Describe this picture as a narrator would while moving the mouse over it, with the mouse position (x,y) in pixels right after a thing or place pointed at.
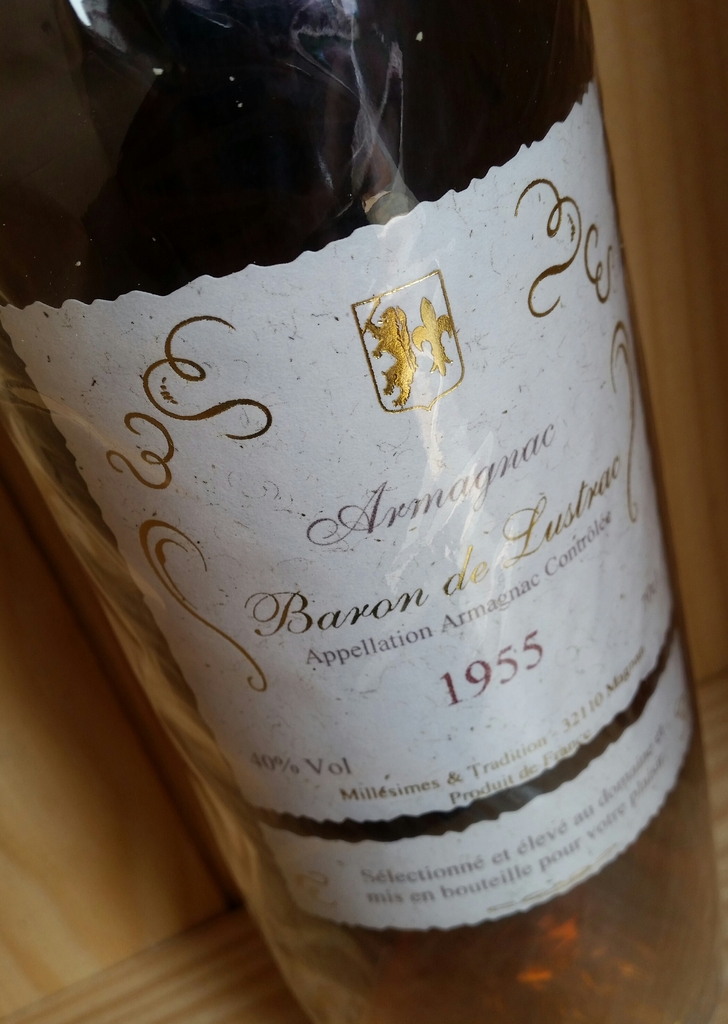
This picture shows a brandy bottle (216,389).
